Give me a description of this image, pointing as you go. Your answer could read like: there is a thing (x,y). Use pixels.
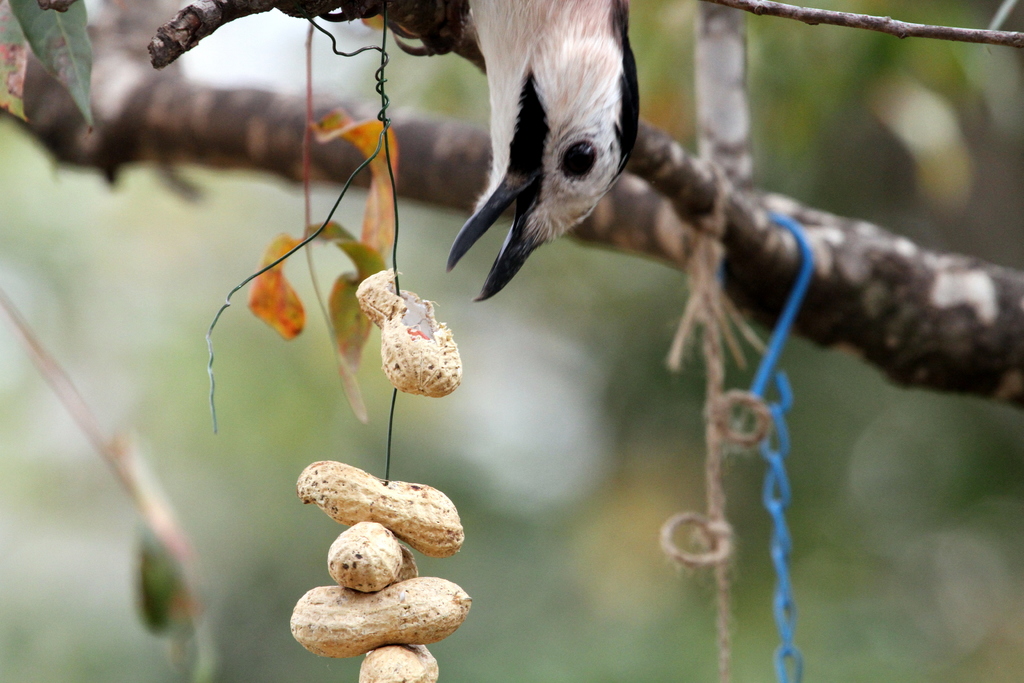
On the top (609,3) there is a bird (506,102) who is trying to eat this peanut (401,313). Here we can see peanut (397,573) which is hanged. Here we can see tree branch (448,153). Here we can see wire (787,557) and rope (701,254).
